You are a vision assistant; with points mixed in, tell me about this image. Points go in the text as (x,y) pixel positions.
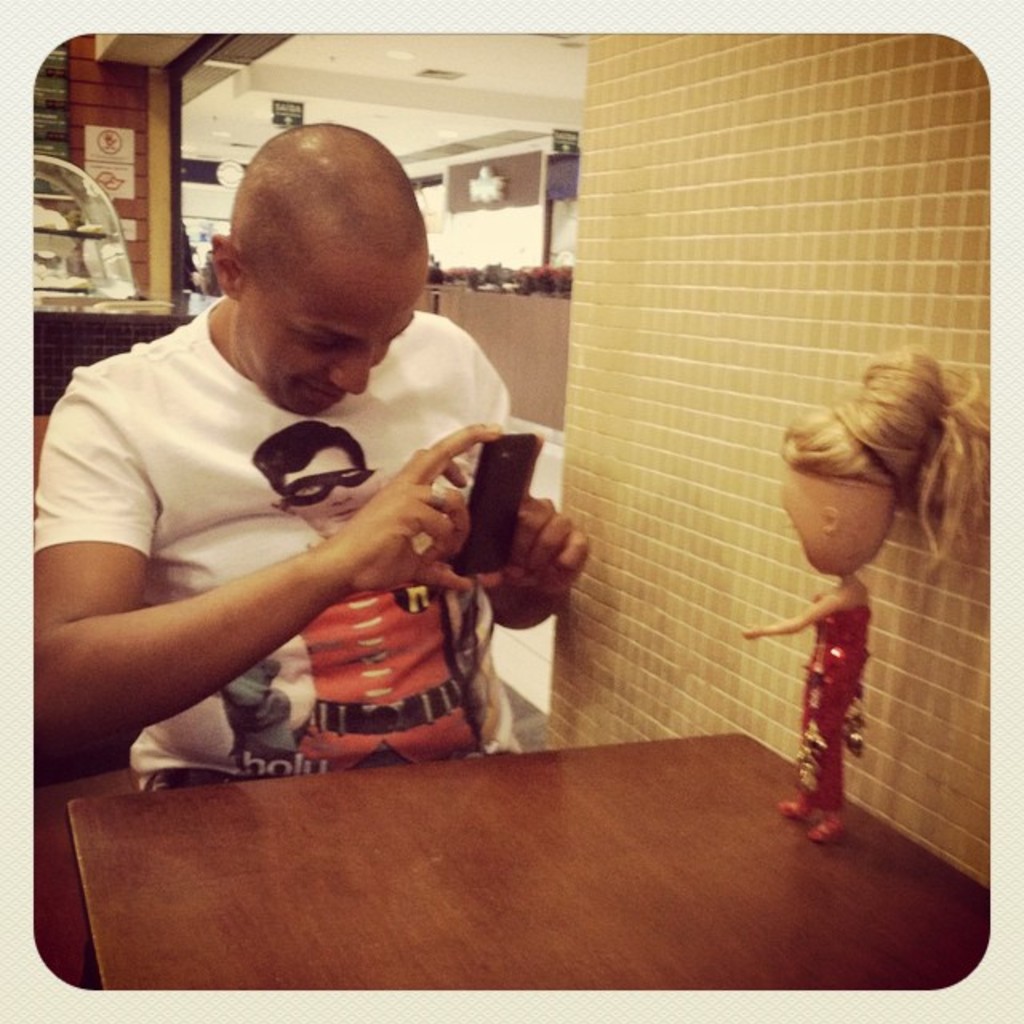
This is an edited image. We can see a man (200,546) in the white t shirt (346,503) and he is holding a mobile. In front of the man (343,528), there is a doll (793,624) on a table (505,884). On the left side of the man (367,438), there is a wall (622,398). Behind the man (263,358), there are some objects (103,247). At the top of the image (439,55), there is a ceiling (409,52).
